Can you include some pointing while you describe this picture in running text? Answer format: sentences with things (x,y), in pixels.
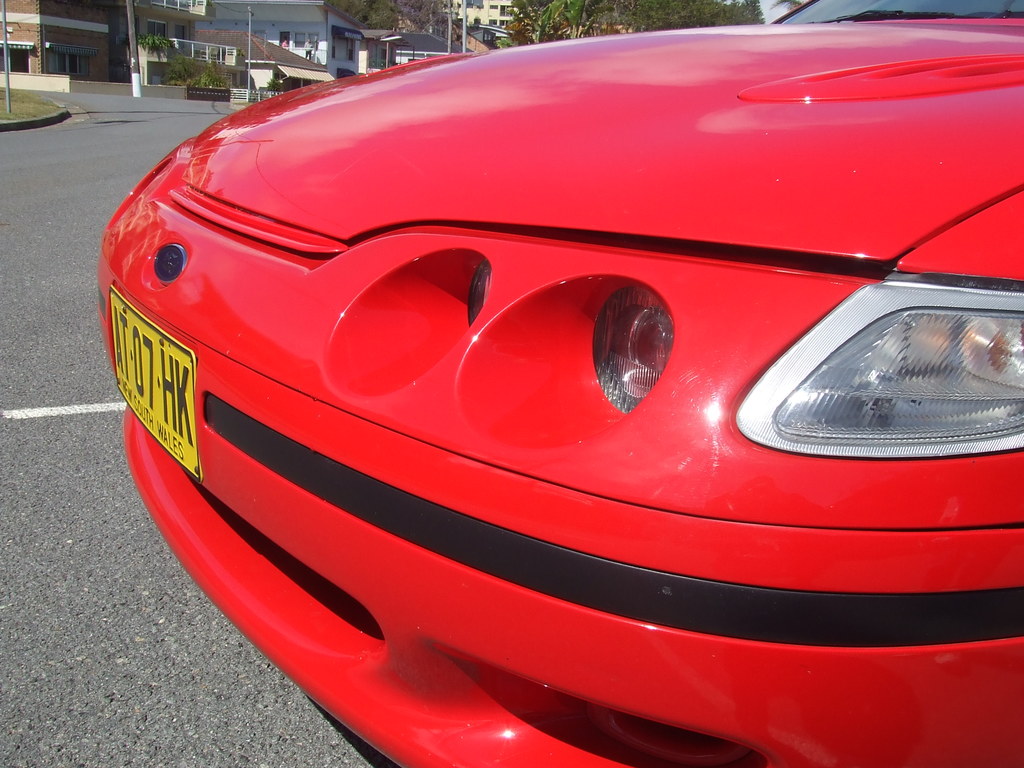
In this image I can see a car (652,208) which is red and black in color on the road (152,542). In the background (139,66) I can see few buildings (142,82), few poles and few trees (675,19).
